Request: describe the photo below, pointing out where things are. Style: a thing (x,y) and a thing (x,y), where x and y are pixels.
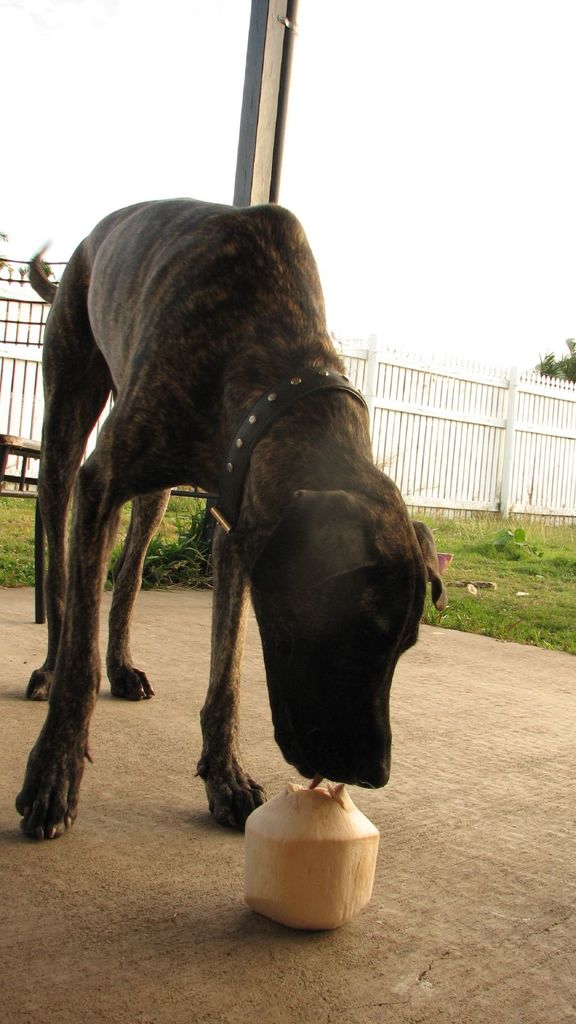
In this picture there is a black color dog (214,438), beside that I can see the coconut (315,830). In the back (513,398) I can see the wooden partition (429,506), trees (3,263) and grass (170,570). Behind the dog (307,255) there is a pole (252,6). In the top (464,121) I can see the sky (460,262).
